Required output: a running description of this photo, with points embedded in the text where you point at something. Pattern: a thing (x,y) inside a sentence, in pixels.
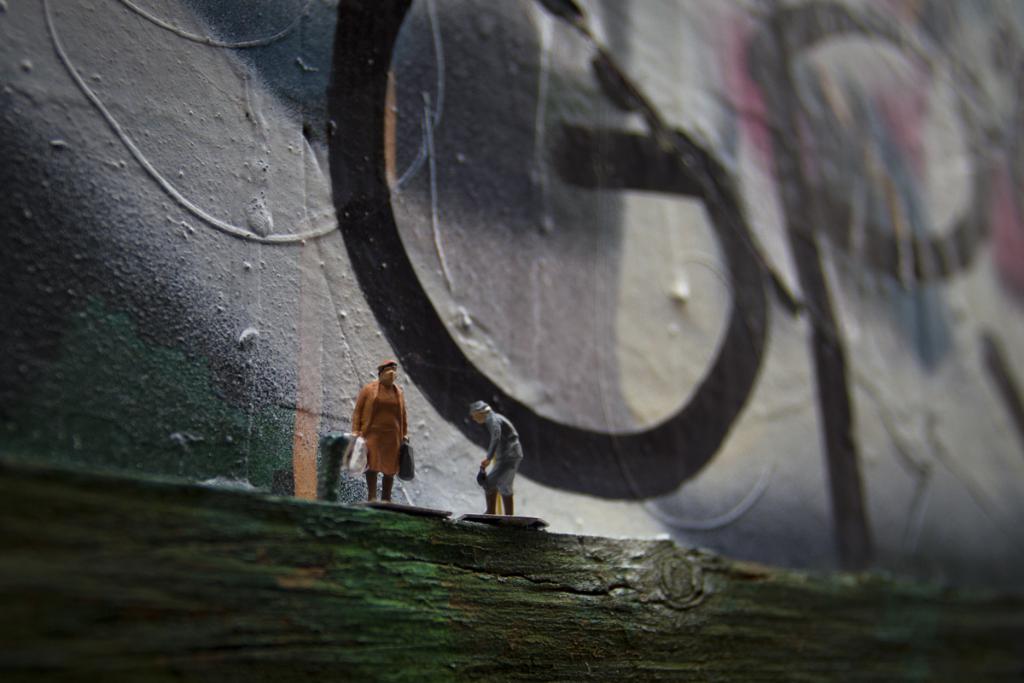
In this picture we can see miniatures of people (404,469) on the wooden object (502,544). In the background of the image (321,275) it is blurry and we can see wall (473,285).
